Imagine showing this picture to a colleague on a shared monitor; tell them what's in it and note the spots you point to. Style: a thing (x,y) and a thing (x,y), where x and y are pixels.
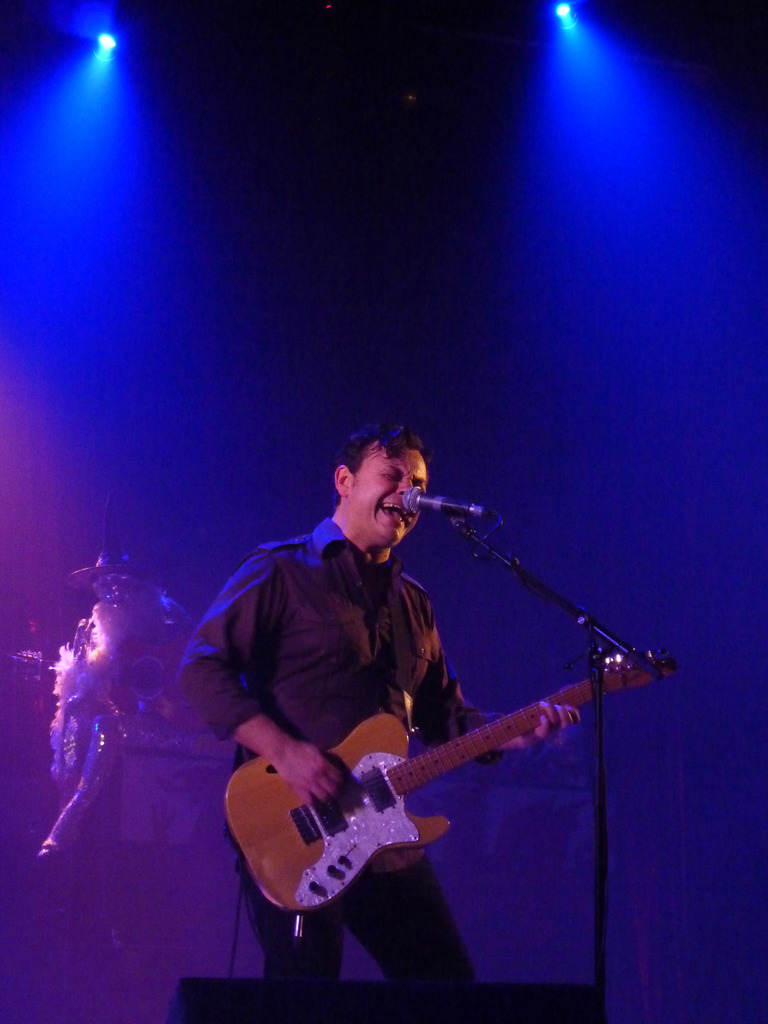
In this image we can see a person (342,680) standing and holding a guitar (399,792) in his hands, mic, mic stand (588,614), cable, electric lights (103,48) and a person (124,634).
